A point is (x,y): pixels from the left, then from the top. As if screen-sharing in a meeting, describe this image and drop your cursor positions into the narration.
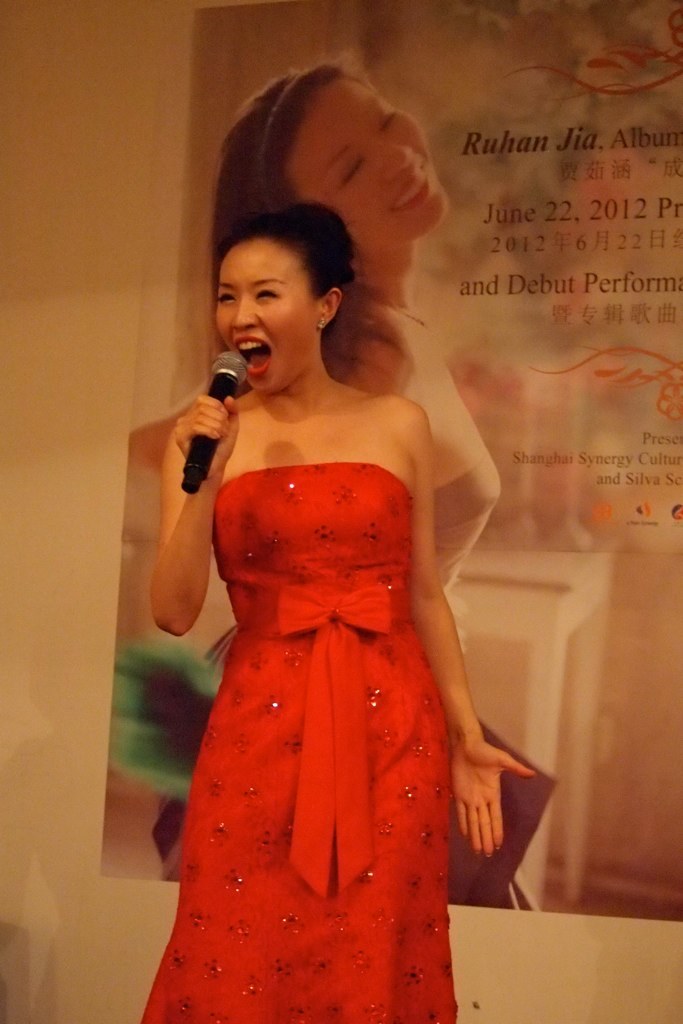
Here we can see a woman (356,905) standing and singing with a microphone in her hand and behind her we can see a poster (512,441) present.
